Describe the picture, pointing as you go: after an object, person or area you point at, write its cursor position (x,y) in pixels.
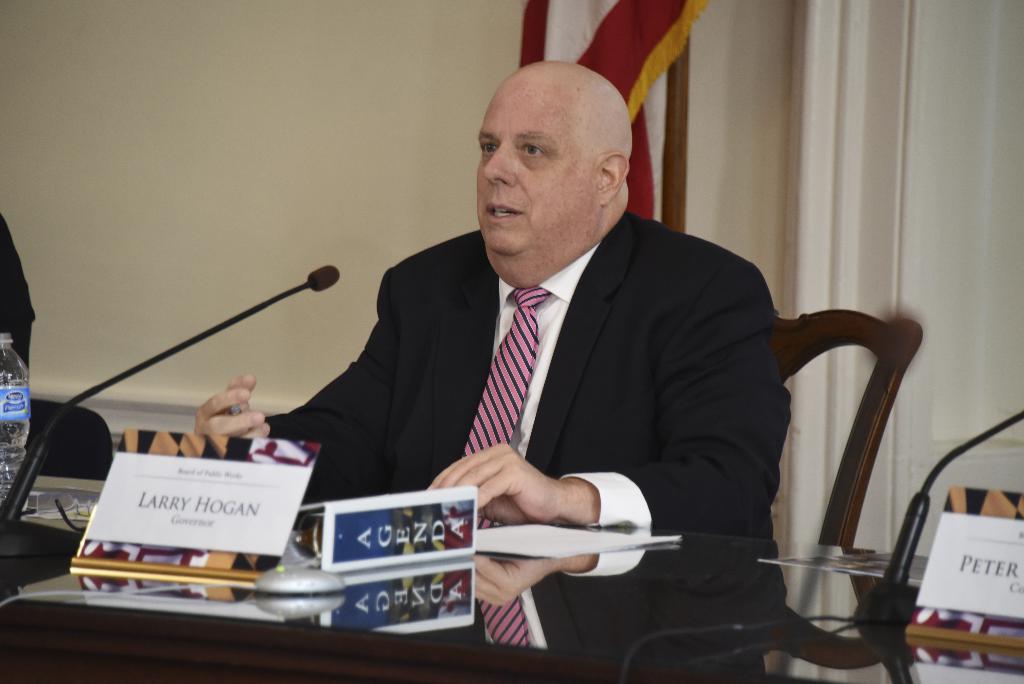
This picture shows a man (442,464) seated on the chair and we see a water bottle (23,381) and microphone (33,472) on his table (285,649).
